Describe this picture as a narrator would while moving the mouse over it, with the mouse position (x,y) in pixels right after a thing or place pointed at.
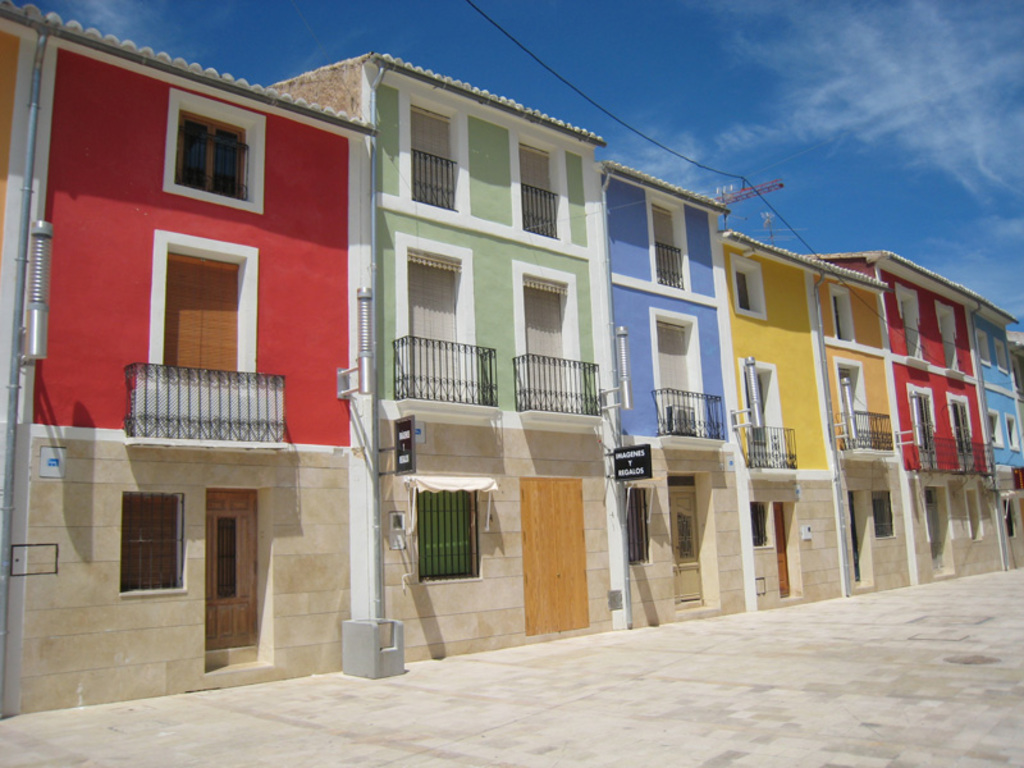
In this image we can see buildings (463,266) with windows (670,229), railings (408,393) and doors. Also there are boards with names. In the background (603,43) there is sky (680,34) with clouds (827,84).
